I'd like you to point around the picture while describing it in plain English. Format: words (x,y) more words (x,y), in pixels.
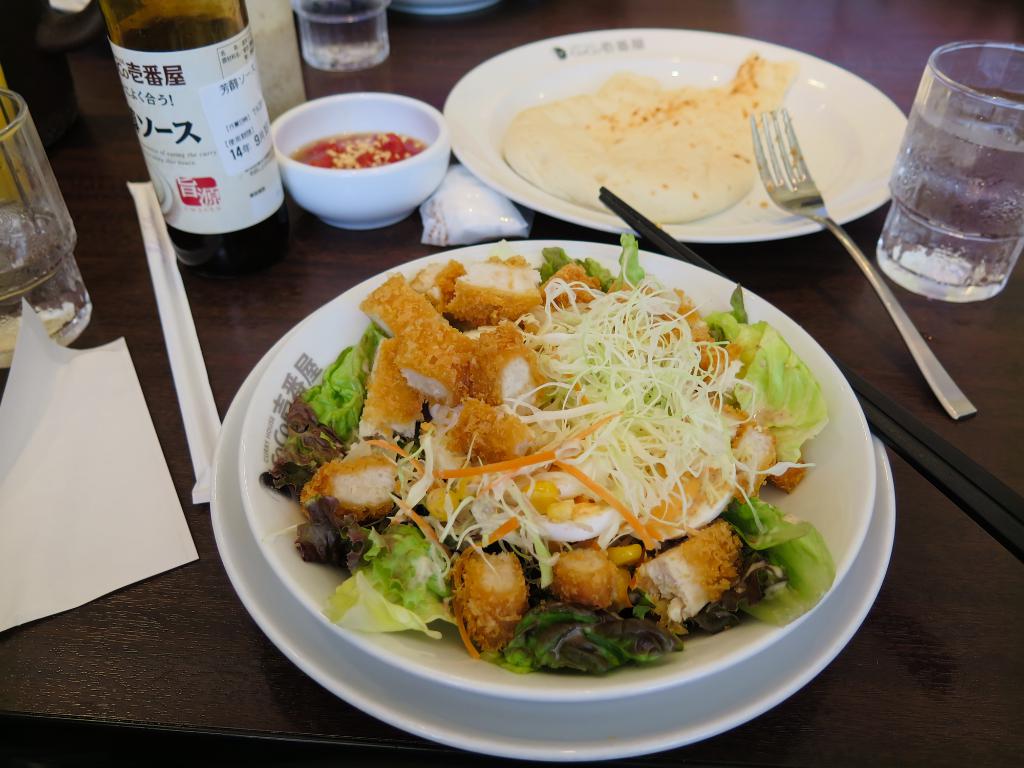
In the foreground of this picture (200,360) we can see a table (130,680) on the top of which glasses (958,146), bottle (263,98), bowl (361,196) containing some food item (357,161) and a fork (803,197), platters (424,653) containing food items (653,211) and some other objects (9,460) are placed. On the left (221,110) we can see the text (154,73) and numbers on the paper (166,57) which is attached to the bottle (178,66).
